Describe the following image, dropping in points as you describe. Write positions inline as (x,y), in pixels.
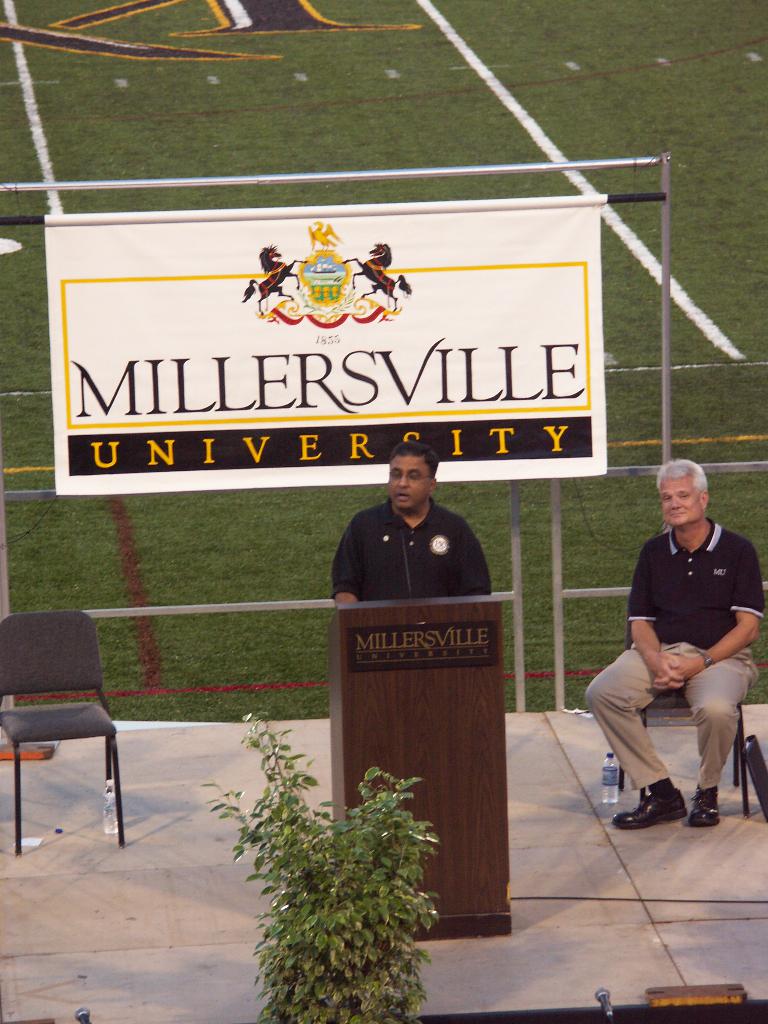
In front of the image there is a plant (374,864), mikes (82,1016) and some other object (674,991). There is a person (366,586) standing in front of the podium (455,745). On top of it there is a mike (406,570). There is a board (393,664) with some text (406,648) on it. Beside him there is another person (655,613) sitting on the chair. Beside him there is a water bottle (603,771) and some object (764,812). On the left side of the image (47,674) there is a chair (54,626). In the background of the image (314,345) there is a banner (420,338) on the metal rod (663,342). At the top of the image (87,167) there is grass (230,542) on the surface (307,572).
